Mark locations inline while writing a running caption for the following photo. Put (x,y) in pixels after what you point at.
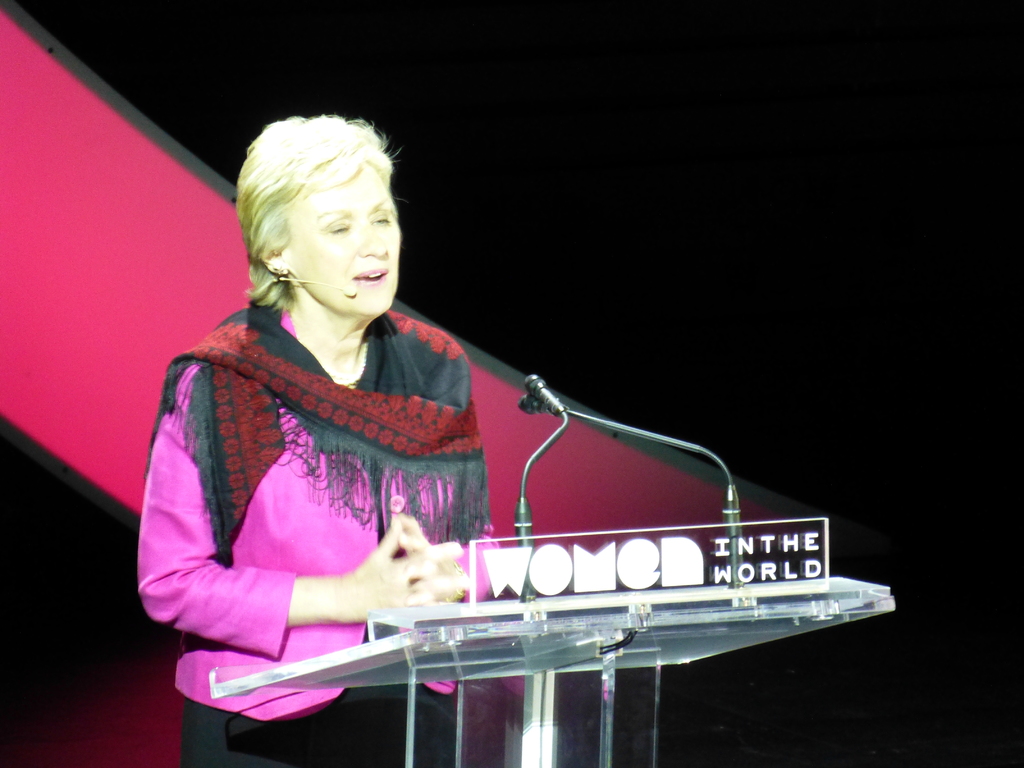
On the left side of the image (263,517) we can see a lady (432,521) is standing in-front of podium (545,579) and wearing scarf (315,375), microphone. On podium (574,622) we can see the mics (531,590). On the left side of the image (35,130) we can see a board (16,137). In the background (560,383), the image is dark.
